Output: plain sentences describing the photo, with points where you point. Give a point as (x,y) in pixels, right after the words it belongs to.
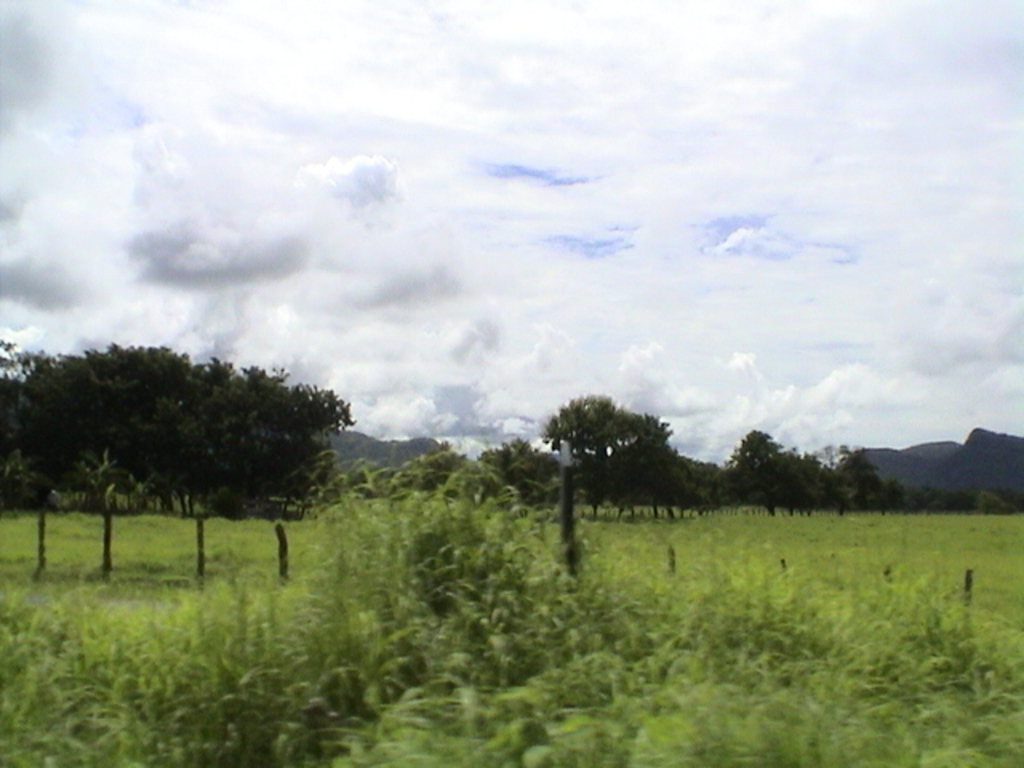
In the picture I can see plants (366,668), grasslands (248,534), trees (163,447), hills (998,456), fence (109,540) and the cloudy sky (880,227) in the background (801,278).
